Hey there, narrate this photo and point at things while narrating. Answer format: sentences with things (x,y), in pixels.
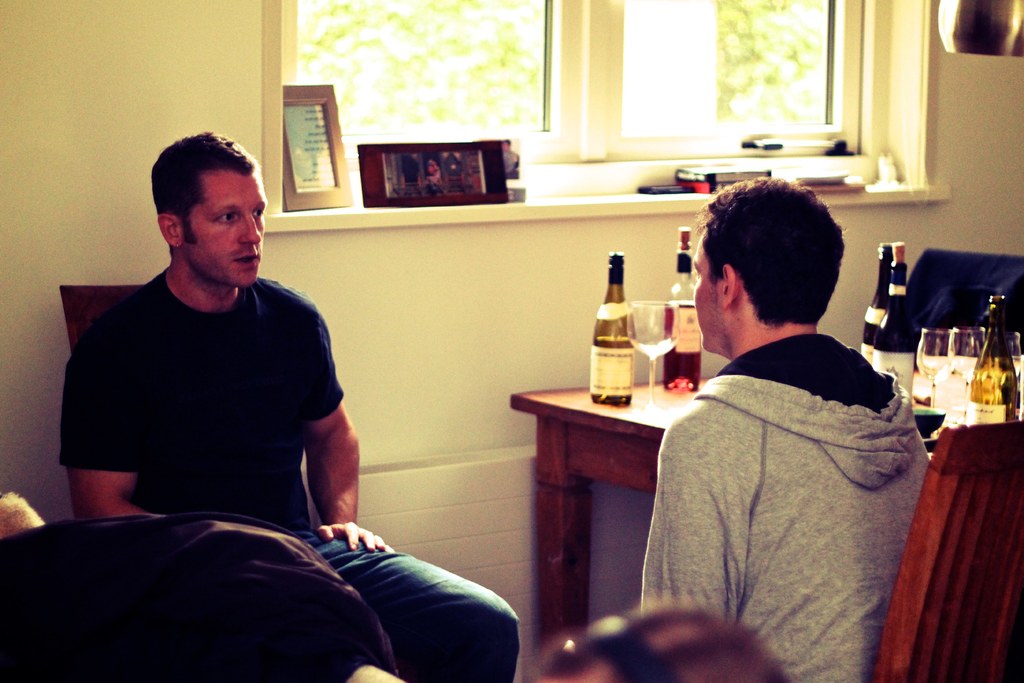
In this given image, We can see two people (250,340) sitting in chairs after that couple of wine bottles (992,349) which are kept on table (667,389) and after that, We can see a window (480,27), few objects (462,202) placed next, We can see a wall (109,102) which is painted with a light cream color and few wine glasses (954,349) behind the window (684,117), We can see trees (732,39).
